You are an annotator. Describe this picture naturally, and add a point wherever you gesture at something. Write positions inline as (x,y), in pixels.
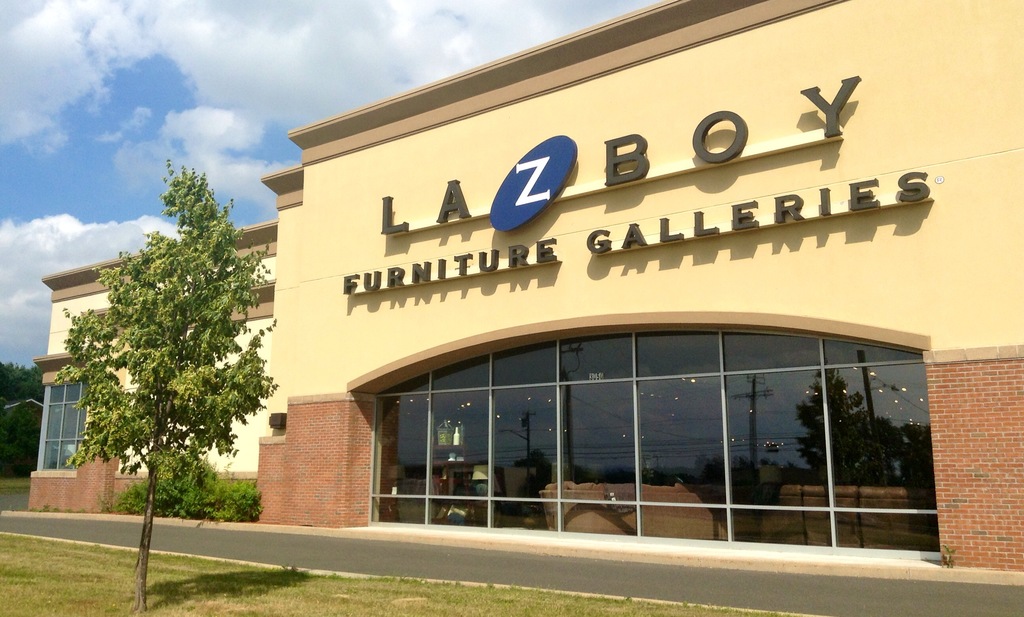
In this image there is the sky (215,77) towards the top of the image (275,77), there are clouds (239,70) in the sky (134,65), there is a building (413,396) towards the right of the image (693,309), there is text (614,173) on the building (598,215), there are glass windows (508,442), there is a wall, there is road (417,562), there is a tree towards the left of the image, there are plants (242,500), there is grass (285,597) towards the bottom of the image (323,595).
